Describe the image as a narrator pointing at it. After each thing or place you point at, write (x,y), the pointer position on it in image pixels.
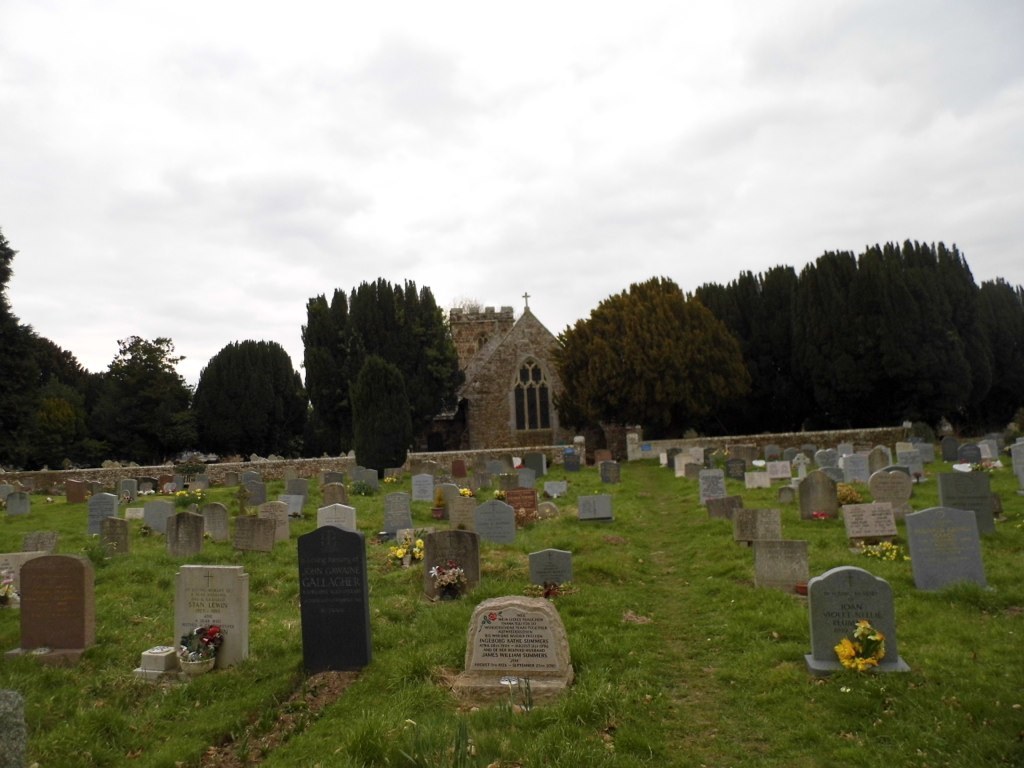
In this image I can see the cemetery (432,589) and number of tombstones (342,544) which are white, black and brown in color and I can see few flower bouquets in front of them. In the background (873,312) I can see few trees (266,345), a building (515,331) and the sky (281,135).
